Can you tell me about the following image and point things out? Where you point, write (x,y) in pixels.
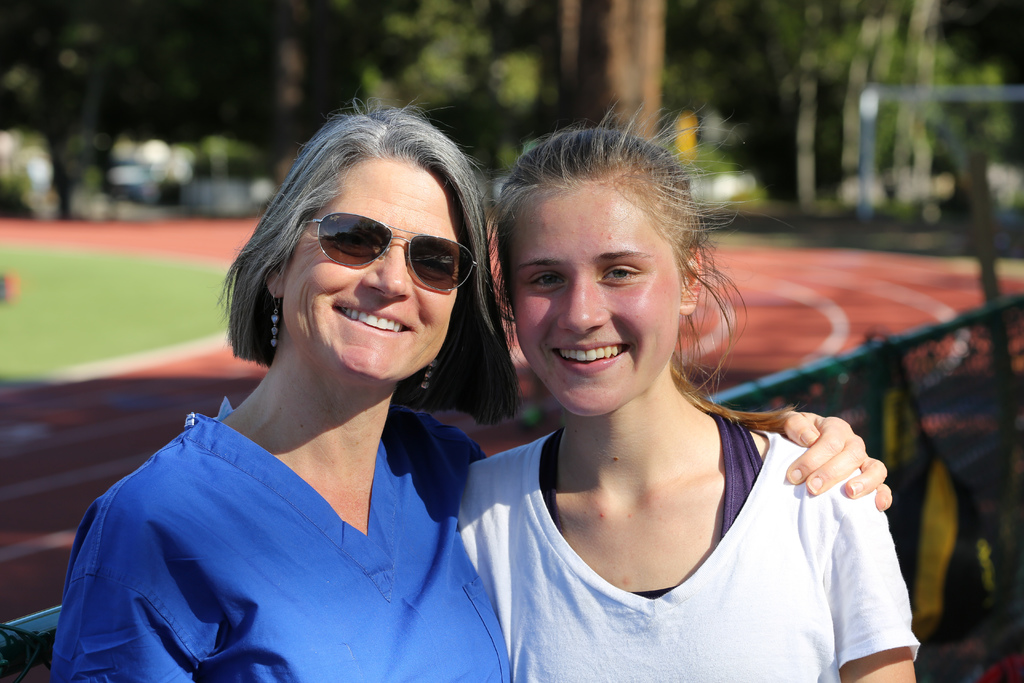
In this image we can see two women (555,444) standing holding each other. On the backside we can see a ground (780,283), fence (858,388) and some trees (300,129).
